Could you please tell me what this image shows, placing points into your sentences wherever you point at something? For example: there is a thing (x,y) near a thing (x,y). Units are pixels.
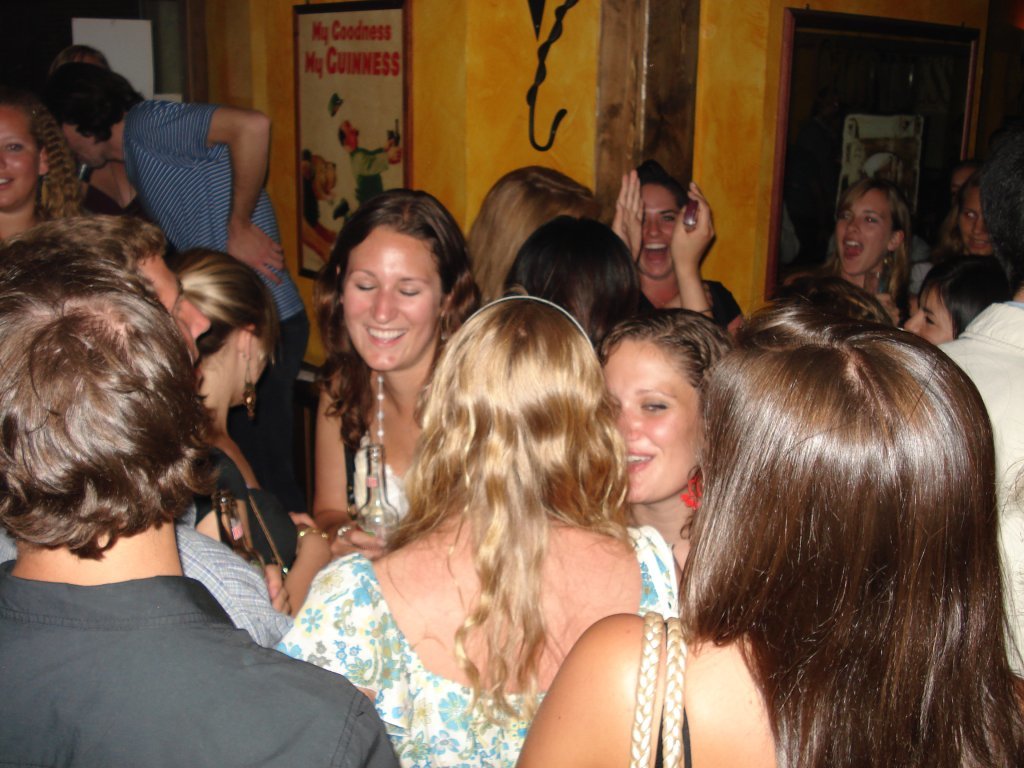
In this image we can see few persons (121,377) and among them a woman (341,474) is holding a bottle (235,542) in her hand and there is another bottle (225,521) in the person's hand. We can see boards (354,23) on the wall (424,100) and a door (46,33).
